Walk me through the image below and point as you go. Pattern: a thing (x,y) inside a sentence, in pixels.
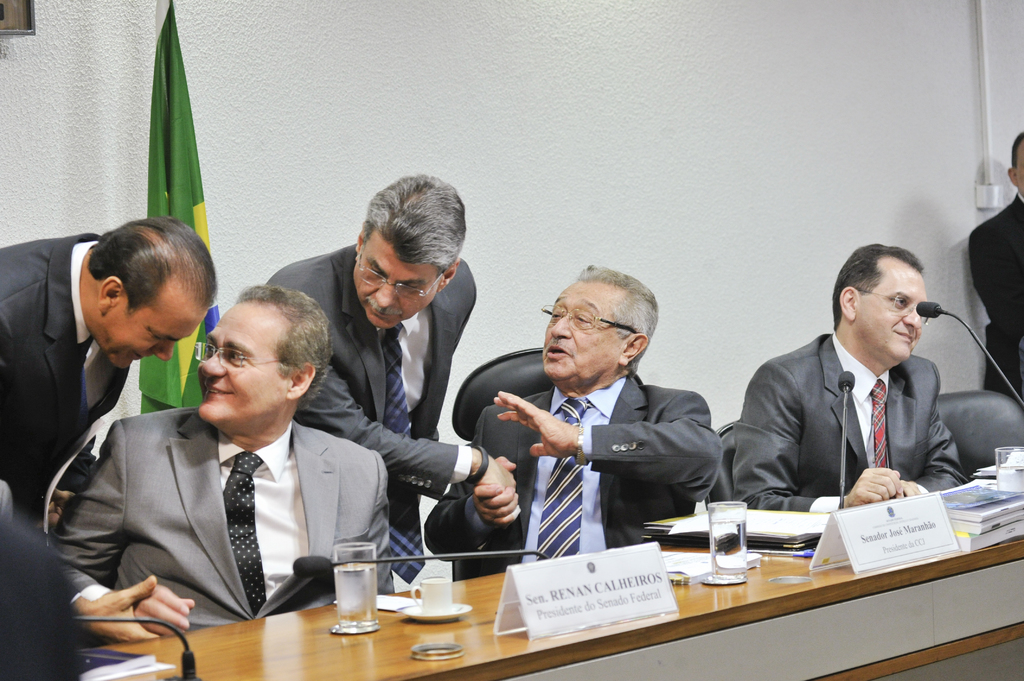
There are 3 people (533,460) sitting on the chair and 3 men (405,522) standing, behind them there is a flag (176,185) and wall (86,158), in front of them there is a table (582,639) on which microphone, glasses (729,514), cup (447,582) and books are there.
